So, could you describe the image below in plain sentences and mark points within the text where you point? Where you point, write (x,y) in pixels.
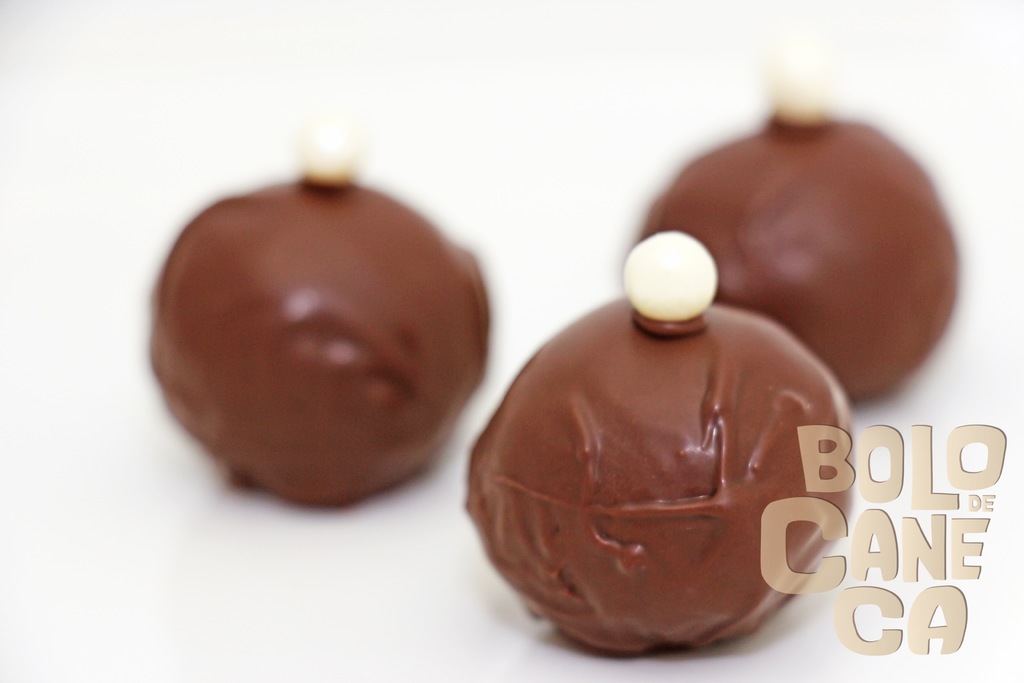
This is an image of the poster (401,420) where we can see some chocolate balls (606,488) and water mark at the bottom of image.
